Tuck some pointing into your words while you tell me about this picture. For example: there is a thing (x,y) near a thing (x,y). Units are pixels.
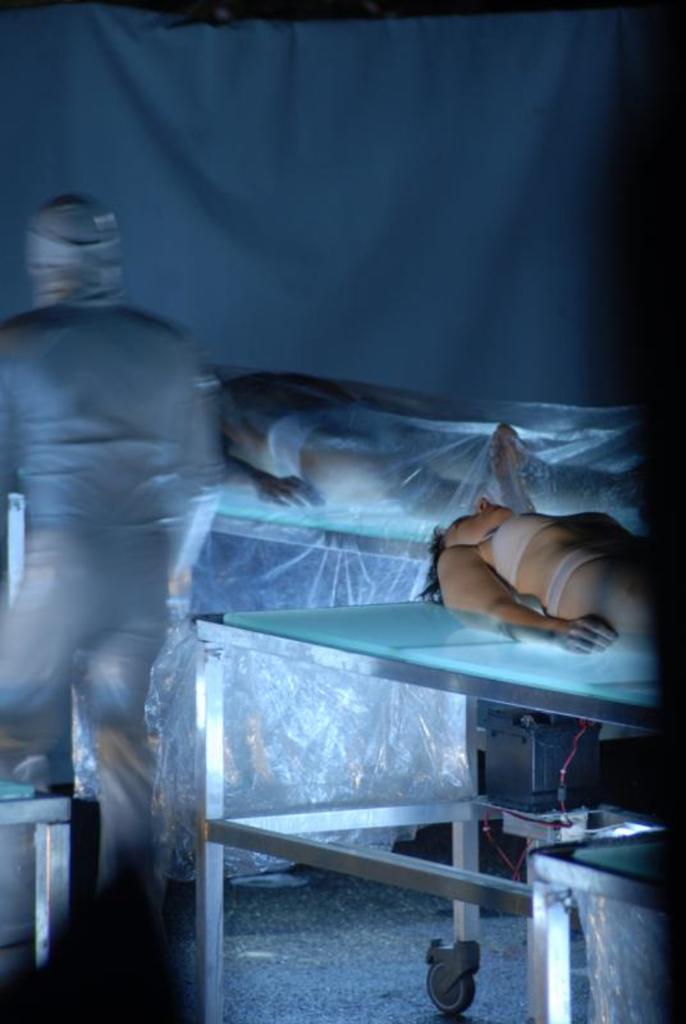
On the right side (462,578) there are humans (454,570) sleeping on the glass tables (464,644).
